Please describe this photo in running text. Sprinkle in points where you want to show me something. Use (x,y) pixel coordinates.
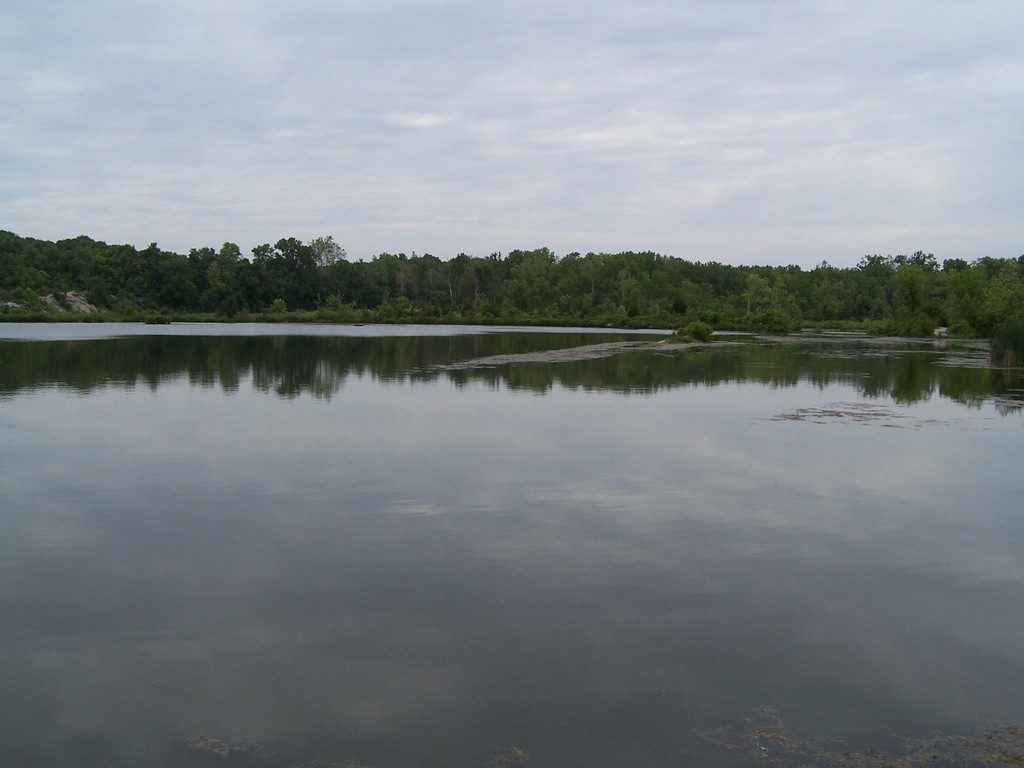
In this picture we can observe a lake (473,547). There are some trees (172,273). In the background (454,188) we can observe a sky (490,147).
